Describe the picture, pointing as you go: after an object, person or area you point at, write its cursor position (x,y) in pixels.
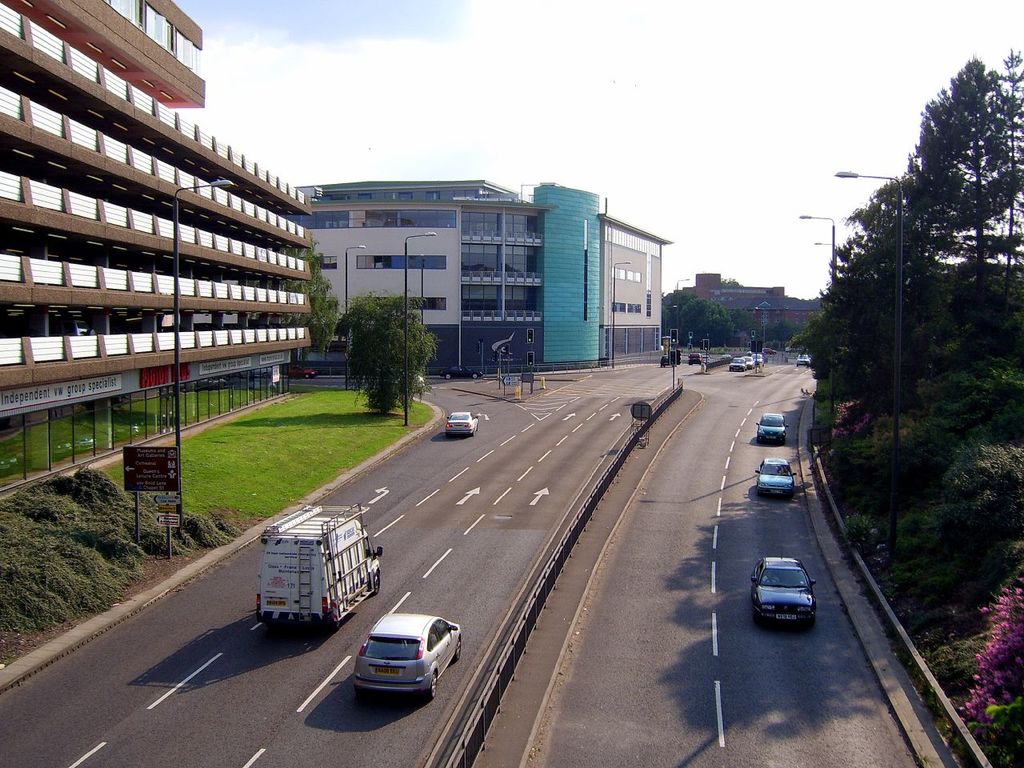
In the image there are few vehicles (388,678) going on the road (753,562) with trees (932,294) on the right side (940,367) and buildings (437,296) on the left side (255,320) and above its sky (387,115).
